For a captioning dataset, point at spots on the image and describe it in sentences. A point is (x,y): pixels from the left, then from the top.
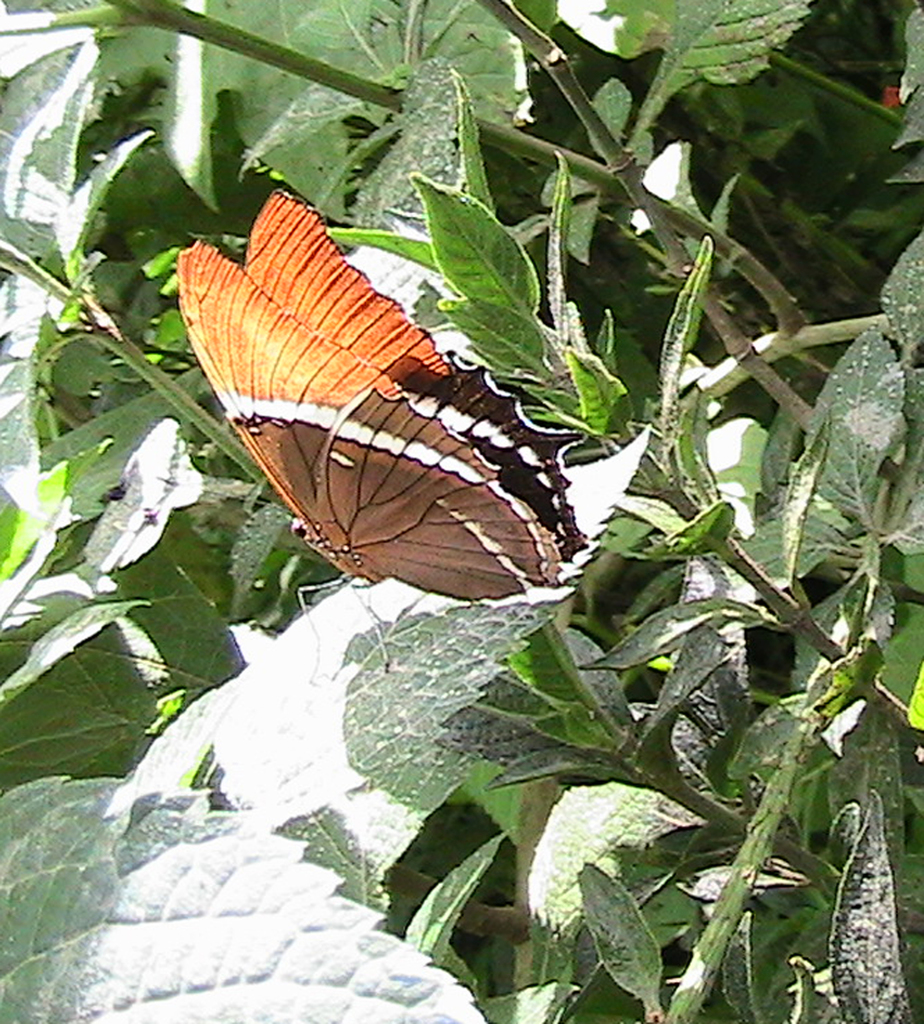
In this picture there is a butterfly (338,398) standing on the leaf (310,657). In the background (744,545) we can see plants (725,295). At the bottom (788,892) we can see many leaves (801,899).
